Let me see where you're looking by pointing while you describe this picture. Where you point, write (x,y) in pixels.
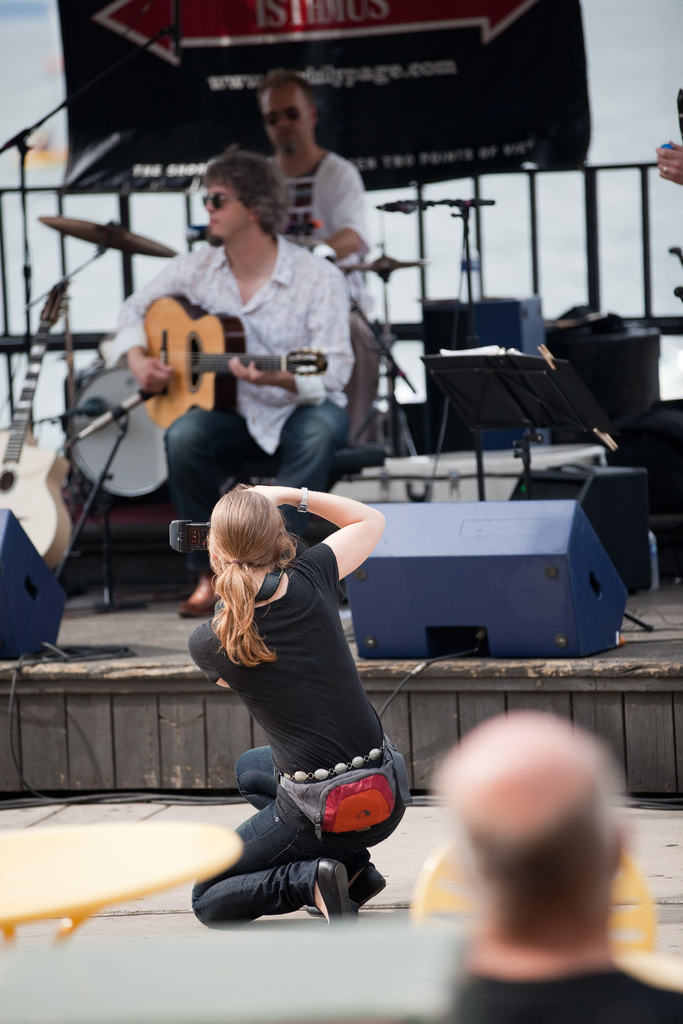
In this image I can see few people (183,272) where one man (190,264) is playing guitar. I can see a woman (343,887) in a sitting position. In the background (443,96) I can see a banner (64,59).
